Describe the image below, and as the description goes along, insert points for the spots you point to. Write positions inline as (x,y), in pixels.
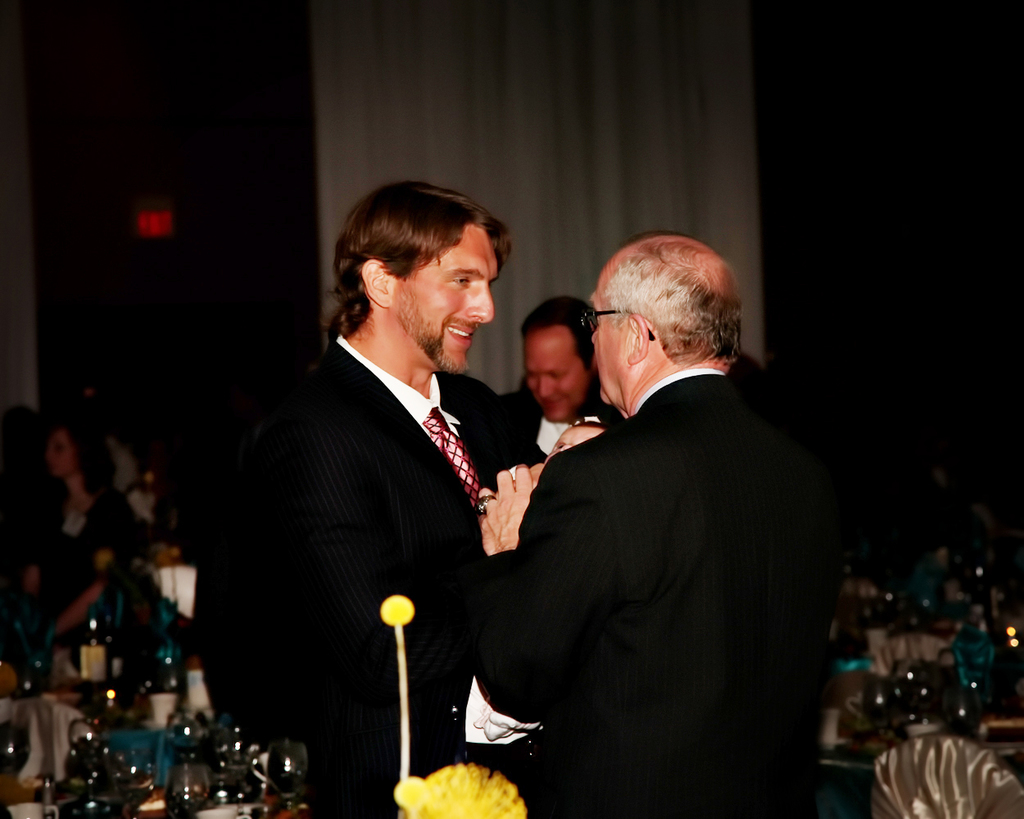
In this picture there is a man (426,460) who is wearing suit (440,528) and trouser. Besides there is an old man (722,443) who is wearing spectacles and suits (683,597). Both of them are smiling. On the left (80,506) there is a woman (72,553) who is sitting near to the tables (158,796). On the tables (89,667) I can see the wine glasses (184,775), wine bottles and other objects (1012,639). In the back (546,367) there is a man (548,348) who is standing near to the white color cloth (566,241). In the top left (156,230) I can see the exit door (161,206).
